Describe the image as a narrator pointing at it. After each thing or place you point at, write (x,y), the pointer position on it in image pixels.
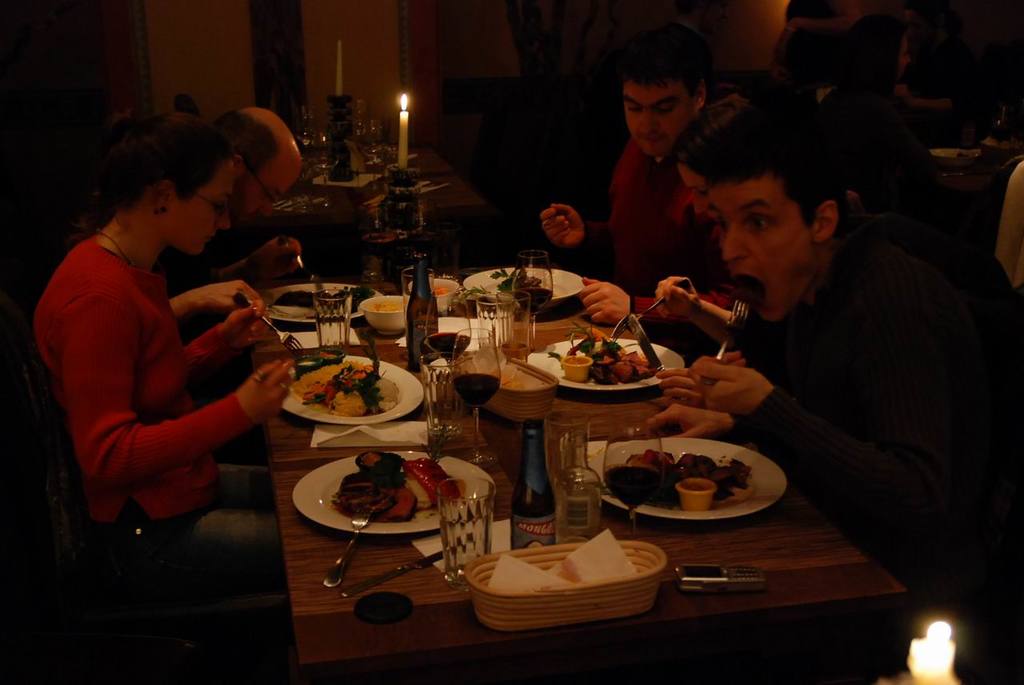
It is a restaurant (609,469) there is a table (608,402) on the table (649,527) lot of food (586,342), beside the table (314,450) there are some people (678,194) sitting and having their food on the other table (425,173) there is a candle (400,129), in the background (402,66) there is a wall (320,76).
